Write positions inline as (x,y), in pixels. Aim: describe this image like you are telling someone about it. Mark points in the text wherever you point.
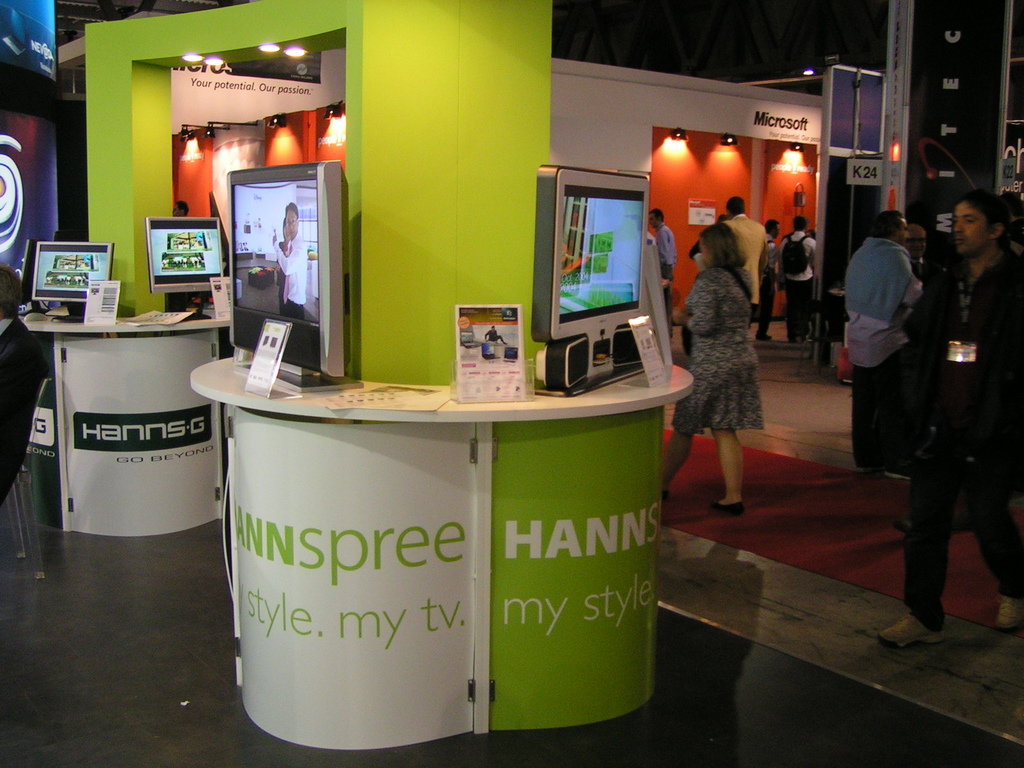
In this image we can see a few people (750,226), some of them are wearing a backpack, also we can see some monitors (338,297) and posters (486,352) on the table (269,415), there are some lights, posters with some texts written on it, also we can see the arch (245,19), and walls (563,159).
